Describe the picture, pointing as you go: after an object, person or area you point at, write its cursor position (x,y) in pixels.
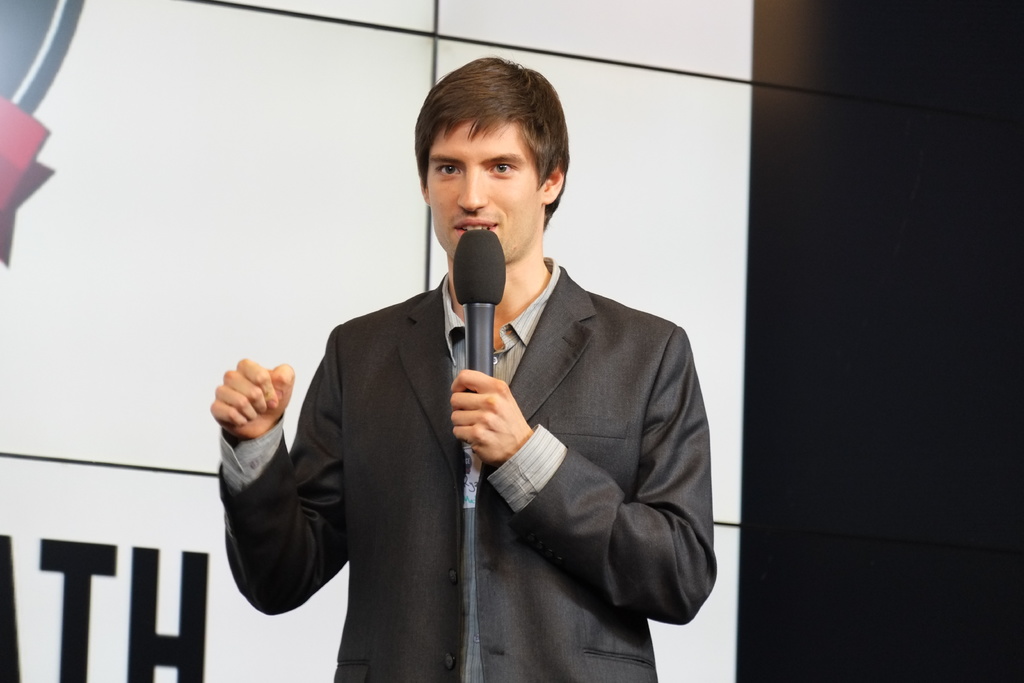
in this image i can see a person (384,433) talking. he is holding a microphone (472,288). he is wearing a suit (381,468).
